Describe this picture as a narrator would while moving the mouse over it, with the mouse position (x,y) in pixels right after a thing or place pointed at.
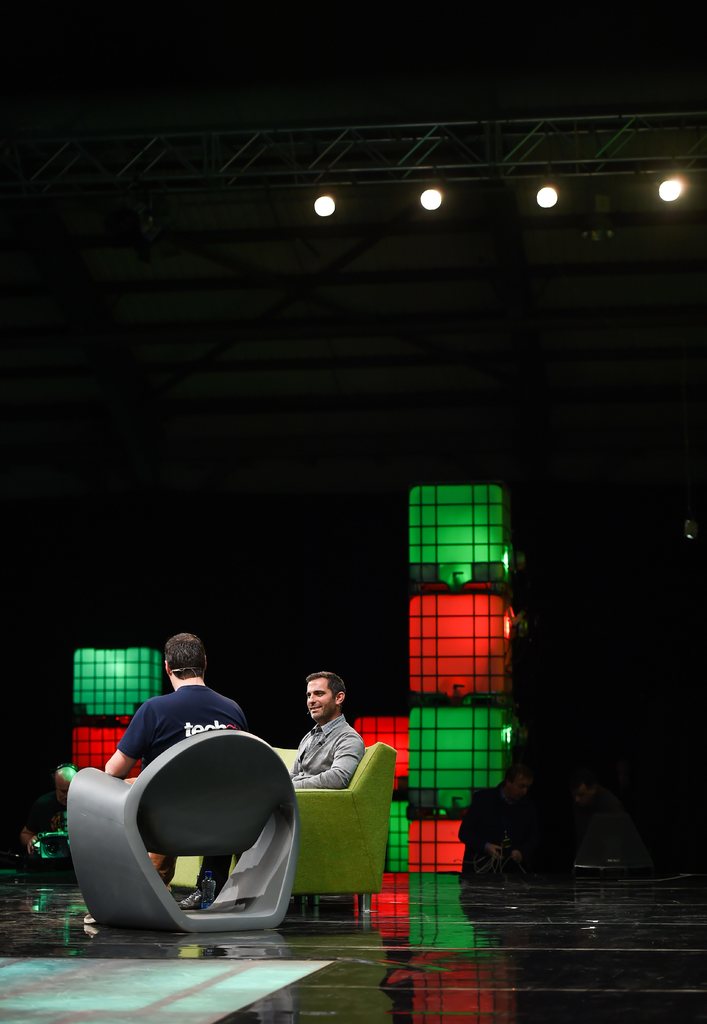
In this image in the front (141,703) there are persons (170,711) sitting. In the background (161,683) there are boxes (461,645) which are green and red in colour and there is an object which is black in colour. At the top (426,208) there are lights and there is a stand (453,160).
